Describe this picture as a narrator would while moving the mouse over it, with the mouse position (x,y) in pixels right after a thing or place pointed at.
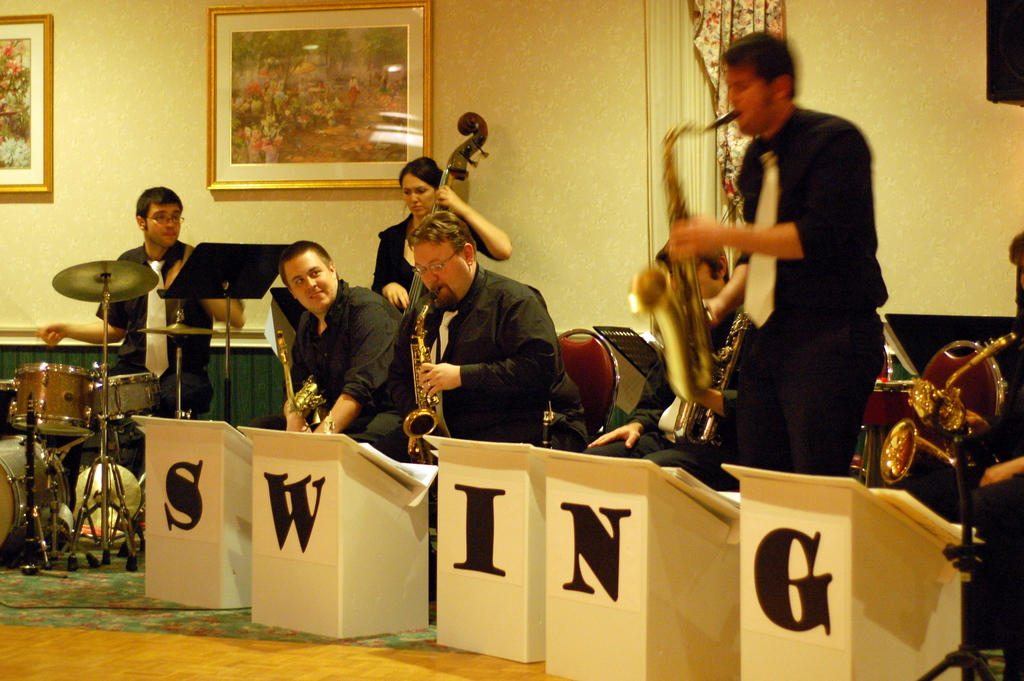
In this image we can see persons (505,346) sitting on the chairs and some of them are standing on the floor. All the persons (409,399) are holding musical instruments (317,384) in their hands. In addition to this we can see wall hangings (378,145) attached to the walls (181,137), curtains (720,90), carpet (123,568) and floor (177,660).
